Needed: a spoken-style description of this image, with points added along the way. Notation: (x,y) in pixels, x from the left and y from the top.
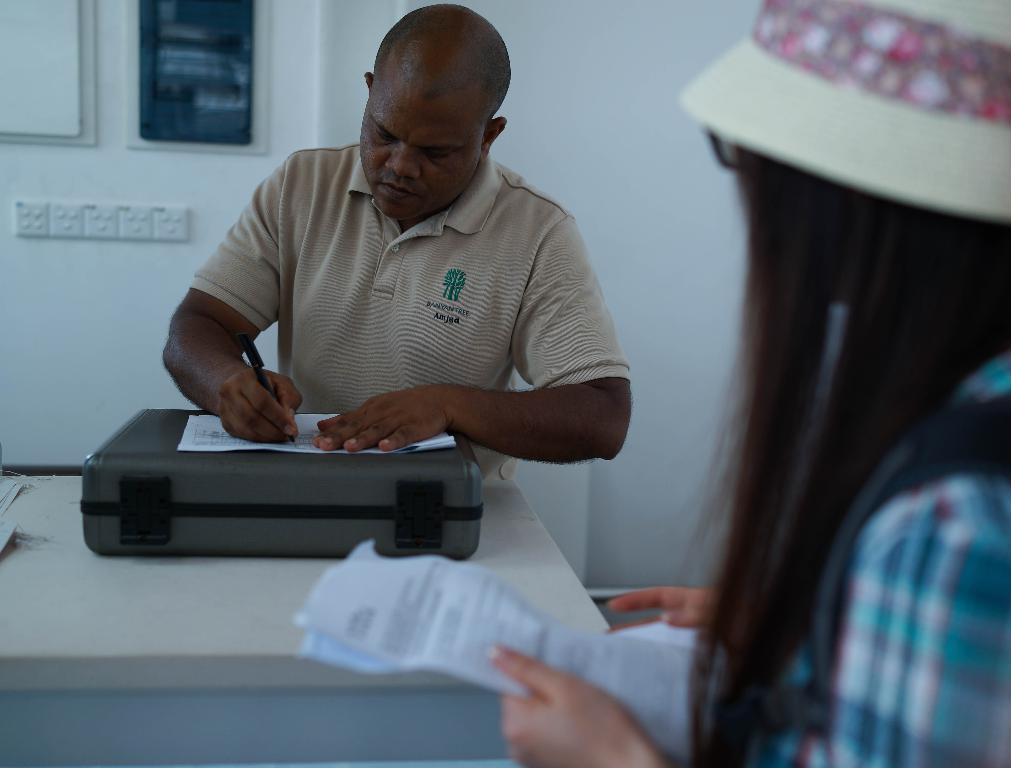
In this image I can see two people (575,328) and one person (762,559) with the hat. I can see one person (501,652) holding the paper (437,635) and an another person (234,380) holding the pen (262,382). There is a paper (211,445), briefcase (259,483) and table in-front of the person (297,334). I can see some objects (243,140) to the wall (525,150).
